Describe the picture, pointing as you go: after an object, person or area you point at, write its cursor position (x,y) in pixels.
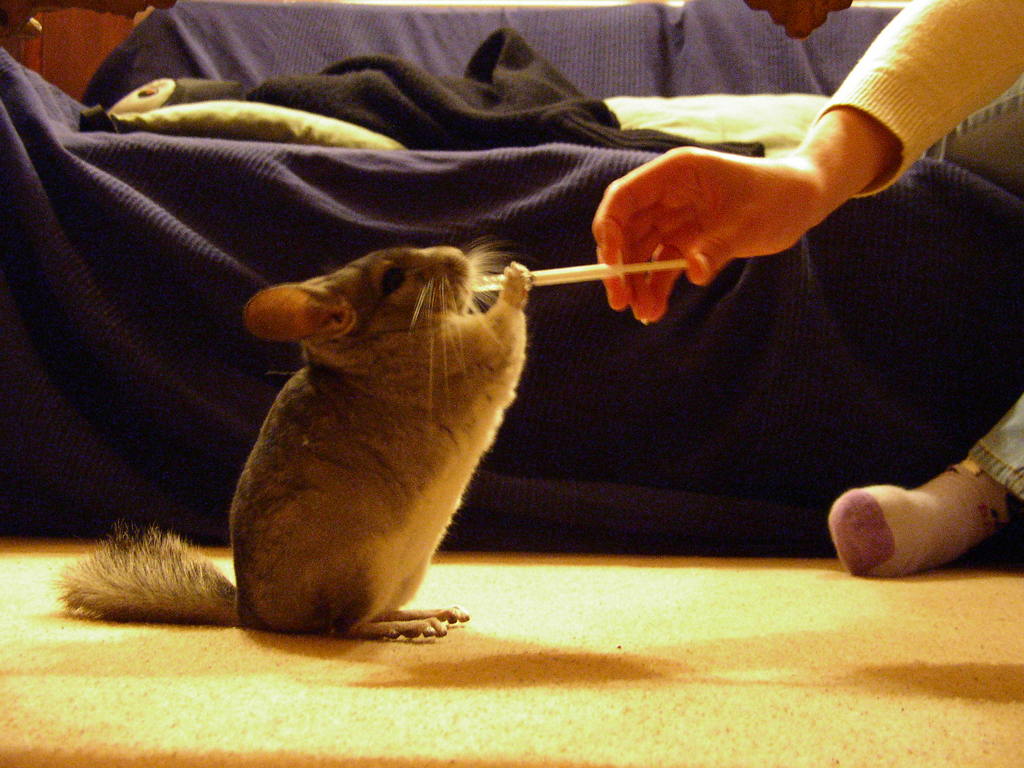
In this picture I can see there is a chinchilla (350,477) sitting and holding a object (544,282) given by this person (752,196) and there is a couch (276,73) in the backdrop (2,429).
